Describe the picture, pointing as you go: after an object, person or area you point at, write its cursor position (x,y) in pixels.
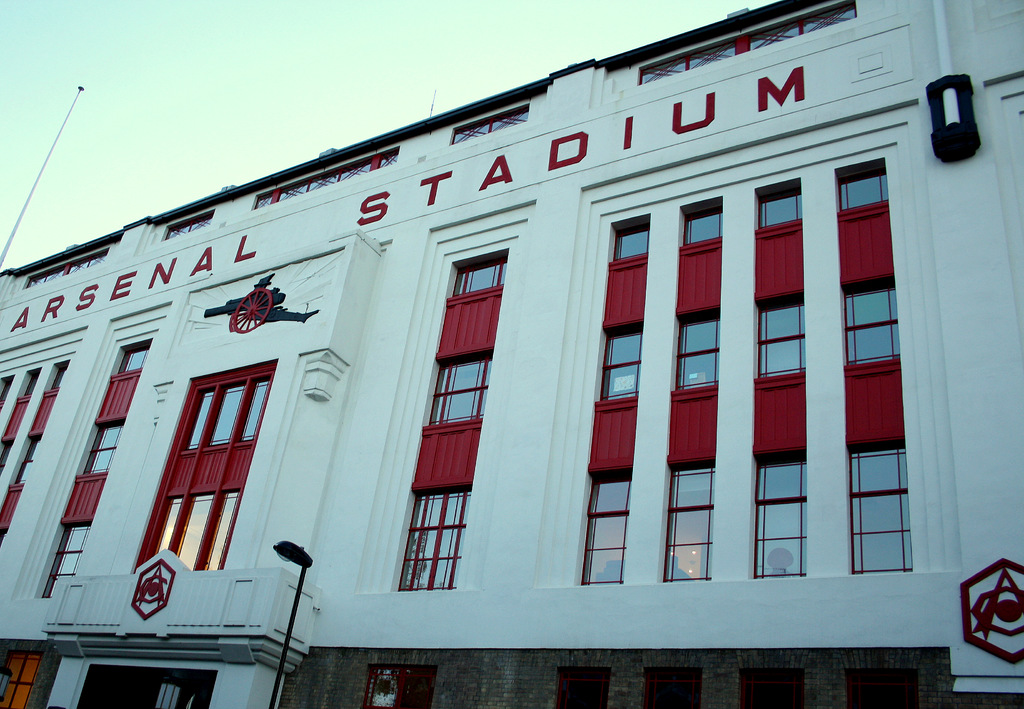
In this picture we can see poles (57,134), building (138,389) with windows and in the background (404,71) we can see the sky (447,73).
